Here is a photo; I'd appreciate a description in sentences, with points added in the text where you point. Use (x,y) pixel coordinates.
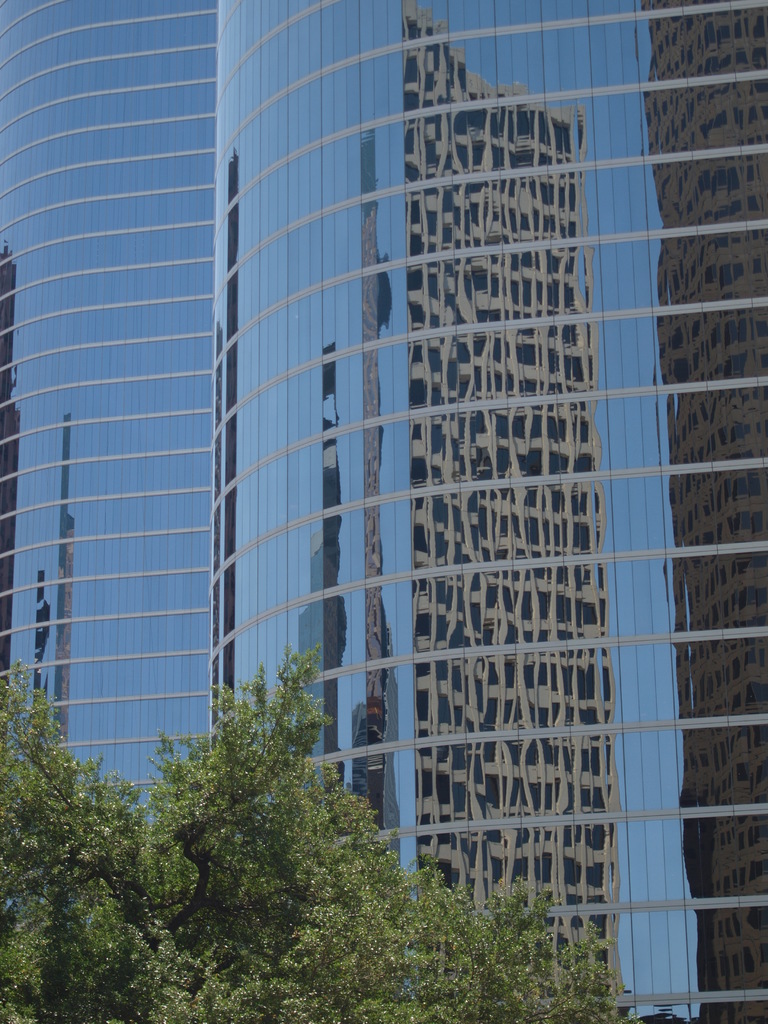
In this image we can see glass buildings (255,497) and tree (304,813).
